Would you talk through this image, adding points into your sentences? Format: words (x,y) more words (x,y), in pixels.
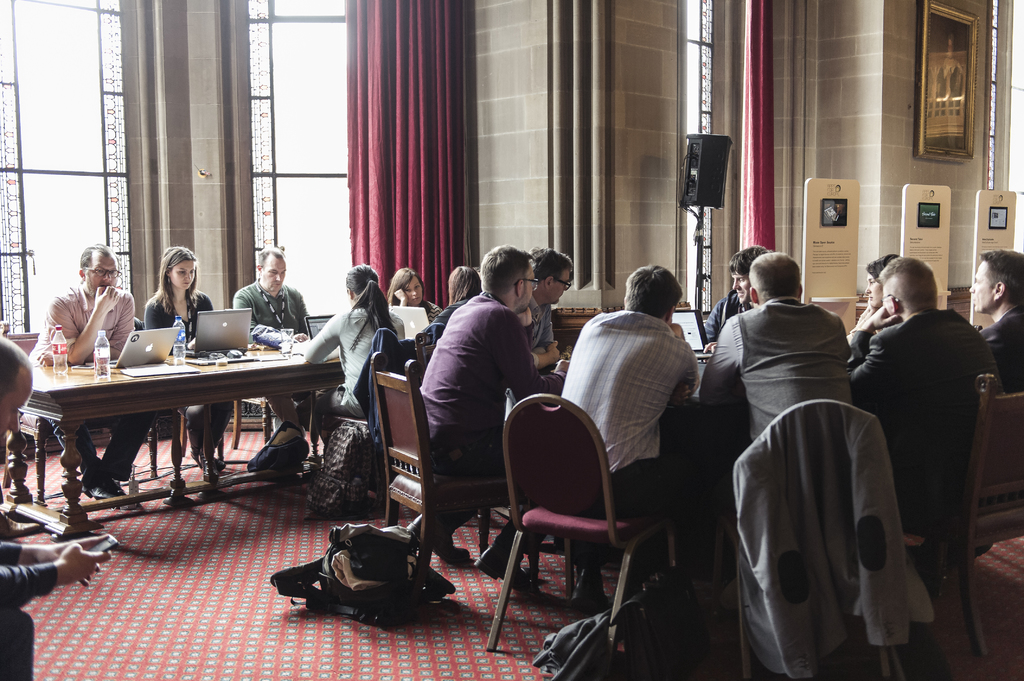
this is an image clicked inside the room (132,200). Everyone are sitting on the chairs (505,452) around the tables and looking into the laptops (154,346). On the floor (314,541) we can see few bags (337,510). In the background (360,75) there are some curtains (411,97).
